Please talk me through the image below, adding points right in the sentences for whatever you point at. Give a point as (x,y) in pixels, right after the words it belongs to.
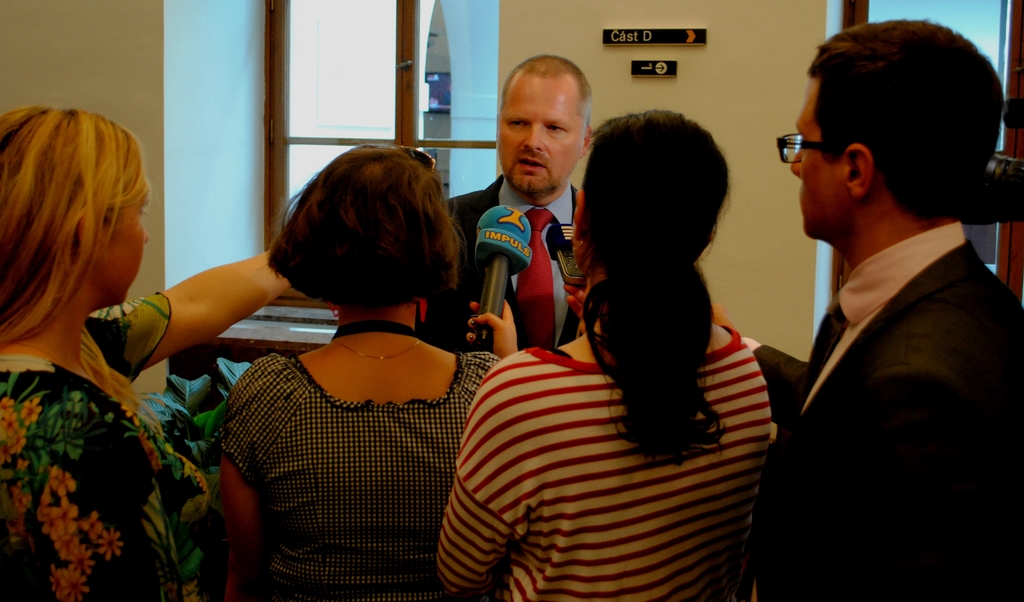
In this image we can see a group of people (483,467) standing. In that a woman (445,457) is holding a mic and the other is holding a device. On the backside (738,269) we can see some boards (639,68) on a wall (696,118) and some windows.
